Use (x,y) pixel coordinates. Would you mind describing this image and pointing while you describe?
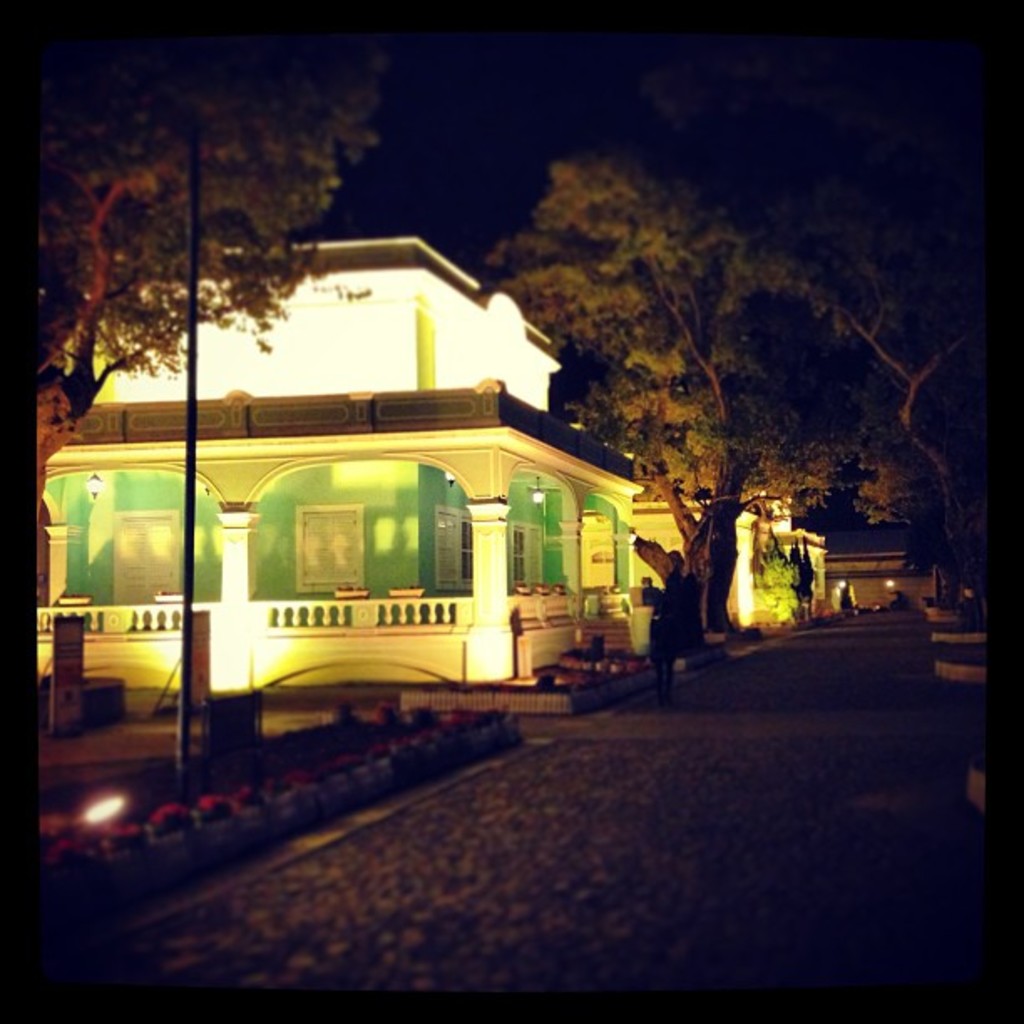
This image consists of a building (563,579) along with the lights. At the bottom (648,910), we can see a path (369,934). On the left (166,823), there are small plant (313,778). On the left (151,136) and right, there are trees (695,383). At the top (492,152), there is sky (484,145). And we can see windows (332,569) and doors (141,580) along with pillars (499,565).
